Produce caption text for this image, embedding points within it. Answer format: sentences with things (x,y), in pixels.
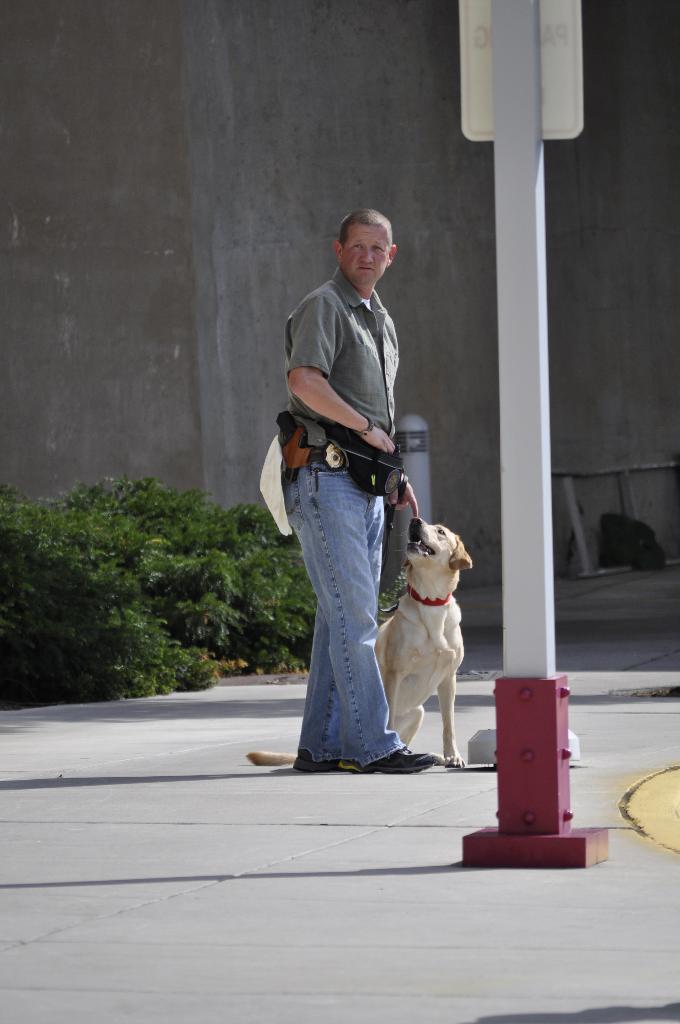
In this image there is a man (344,480) holding a dog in the street (35,764) and around there is a pole (538,212), name board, plants (21,660), building (642,420).
